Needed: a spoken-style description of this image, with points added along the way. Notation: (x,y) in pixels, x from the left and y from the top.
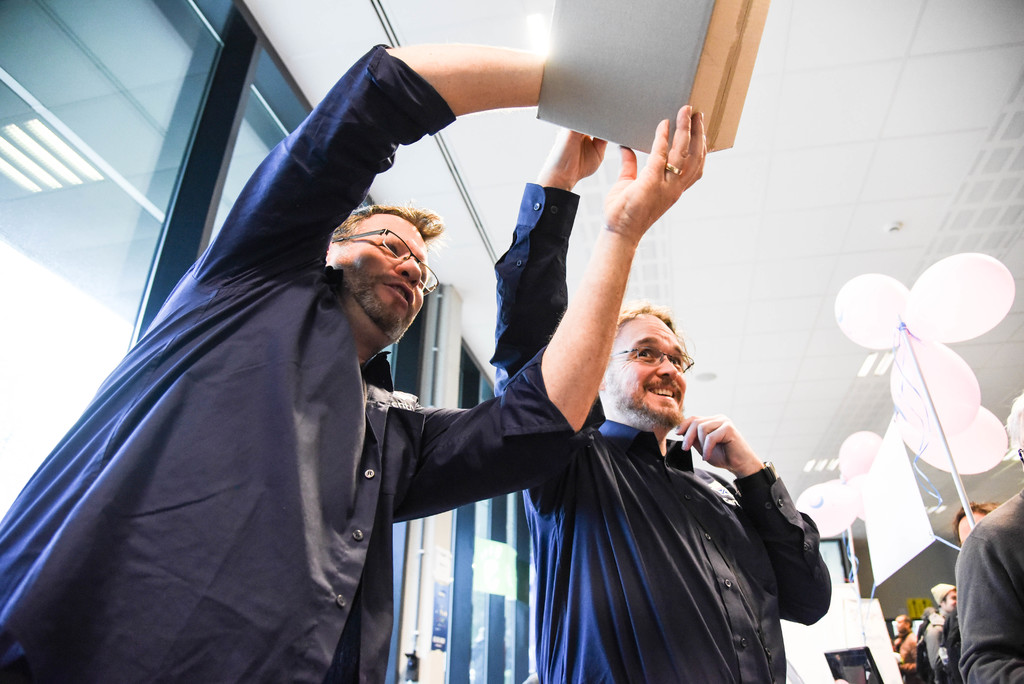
In this picture I can see two persons (305,265) standing and holding an object (740,29), there are lights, balloons (960,392), there are group of people (996,543) and there are glass doors (154,8).
